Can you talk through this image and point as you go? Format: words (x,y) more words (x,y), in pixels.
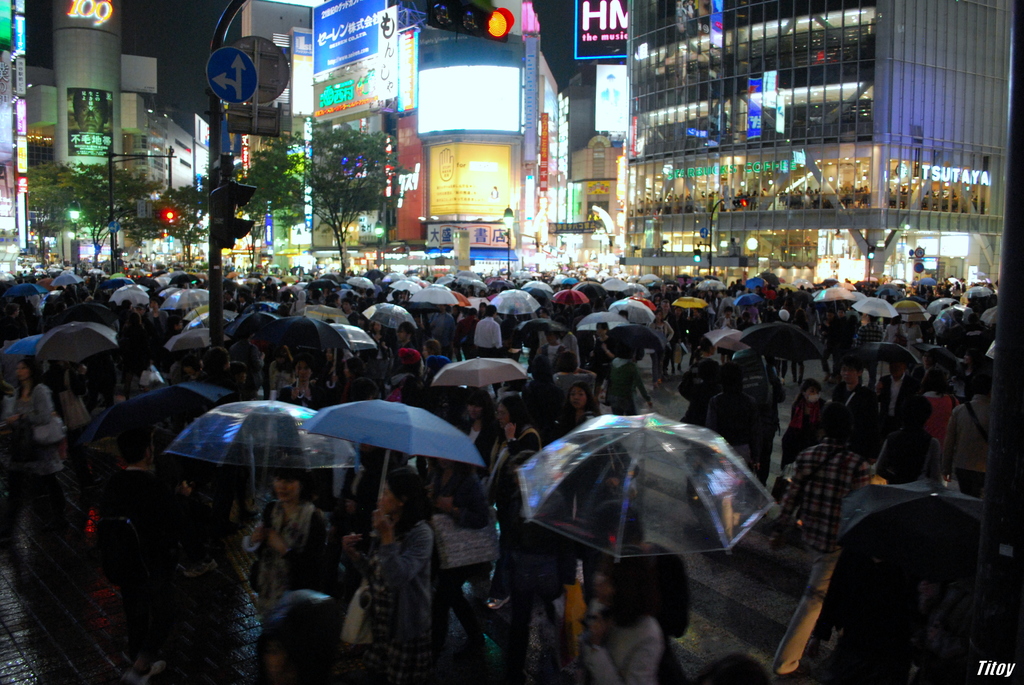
There are many people (479,348). Some people (479,348) are holding umbrellas (466,303). There is a pole (212,155) with sign boards (251,120). In the back (357,48) there are buildings (585,121) and trees (314,178). Also there is a traffic light pole (462,21). On the buildings (289,90) there are posters (347,93) and screen (439,127).
